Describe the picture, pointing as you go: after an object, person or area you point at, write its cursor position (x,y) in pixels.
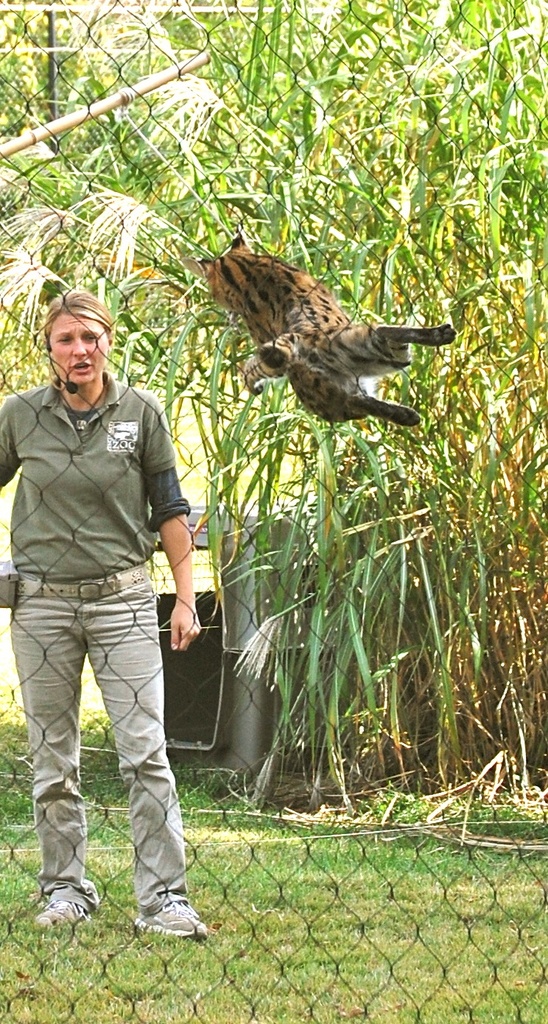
In this image we can see a person (64,586) standing and there is an animal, there are some trees (299,662) and some objects (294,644).
